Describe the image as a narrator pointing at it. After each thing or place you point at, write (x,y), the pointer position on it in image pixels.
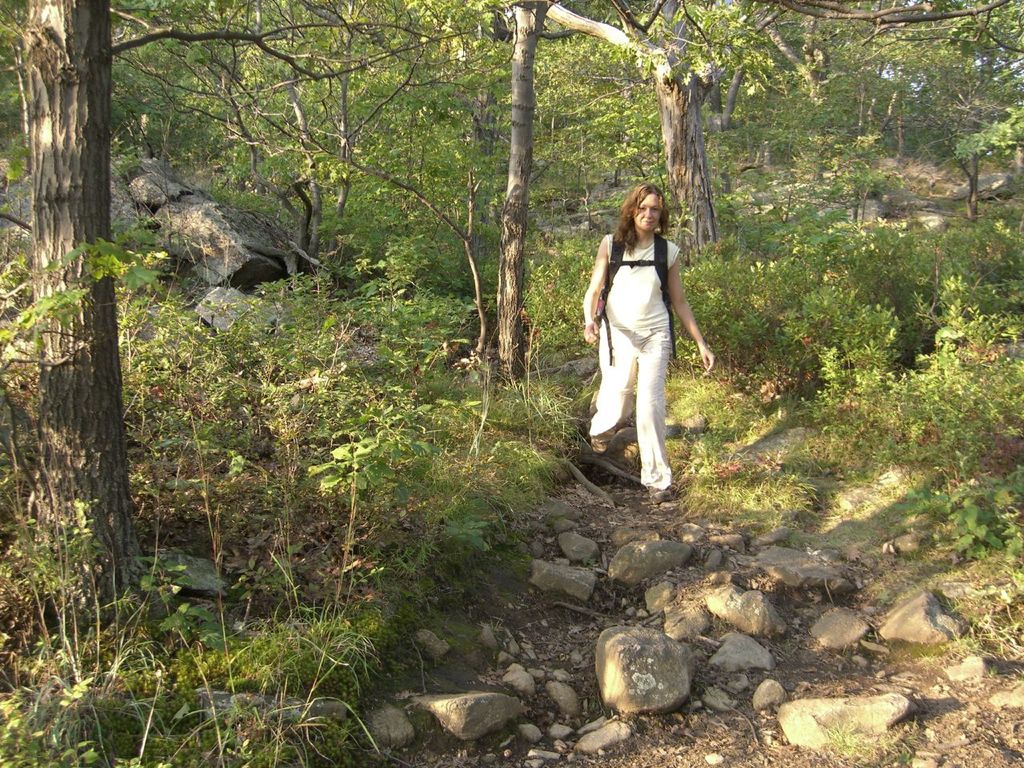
In this image I can see the person (634,319) walking and the person (666,344) is wearing white color dress (653,323). In the background (536,191) I can see few rocks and few trees (583,95) in green color.
